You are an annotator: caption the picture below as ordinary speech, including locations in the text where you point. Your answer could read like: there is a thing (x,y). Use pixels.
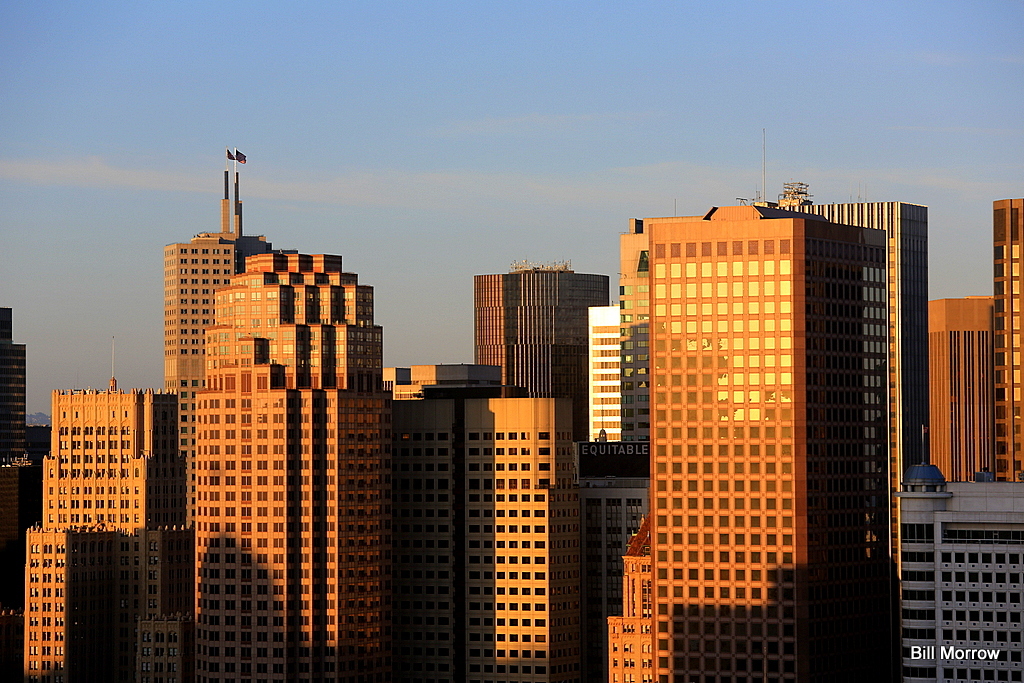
In this image I can see many buildings (498,490). I can see the board (604,469) to one of the building (616,479). I can also see the flags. In the background (592,121) I can see the sky (703,149). I can see the watermark (928,657) in the image.
